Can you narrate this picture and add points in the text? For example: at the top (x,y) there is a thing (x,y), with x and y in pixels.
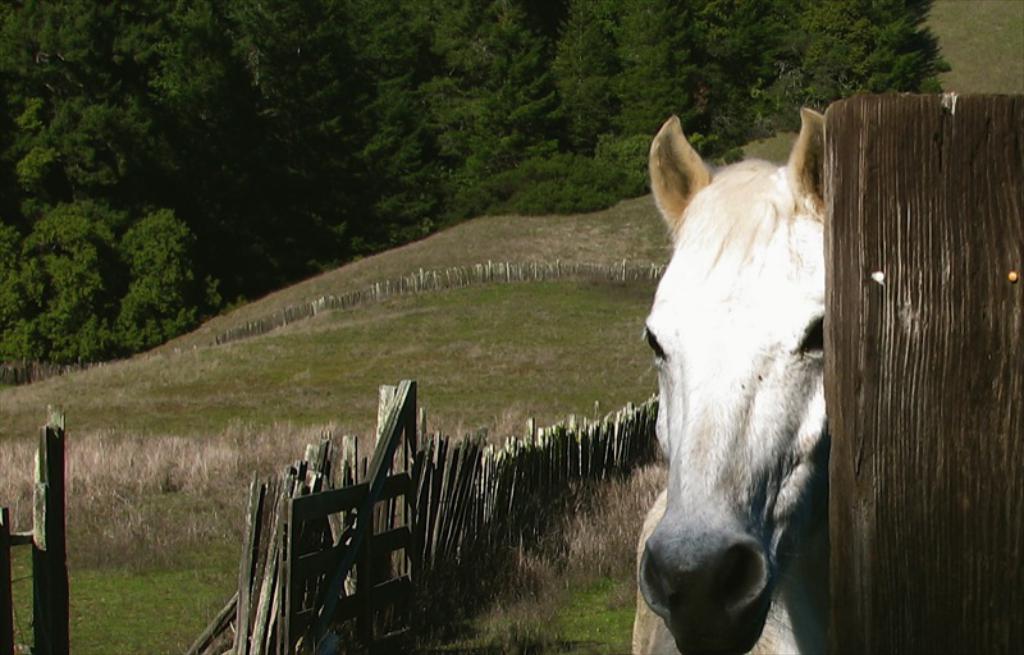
In this picture I can see a horse (729,186) in front (663,636) and I can see the wooden fencing (917,243). In the background (442,158) I can see the grass (549,241) and number of trees (487,120).
